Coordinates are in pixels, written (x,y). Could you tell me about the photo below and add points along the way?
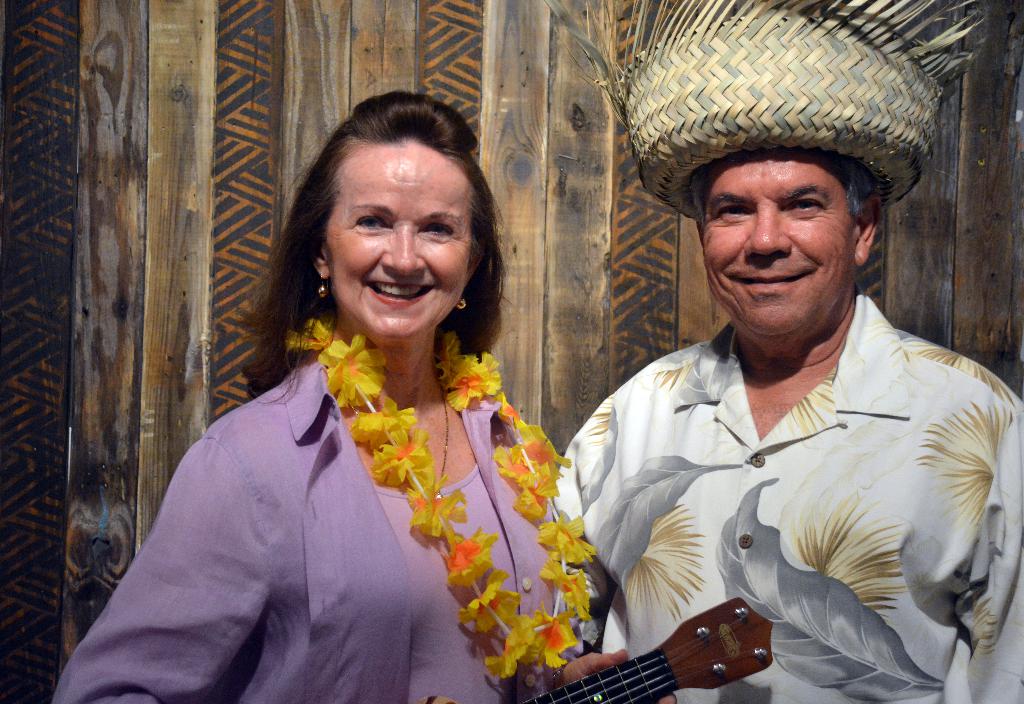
A couple (442,423) are posing to camera. Of them the women (463,398) is holding a guitar (681,641) and the man (813,355) is wearing a hat (739,80).
